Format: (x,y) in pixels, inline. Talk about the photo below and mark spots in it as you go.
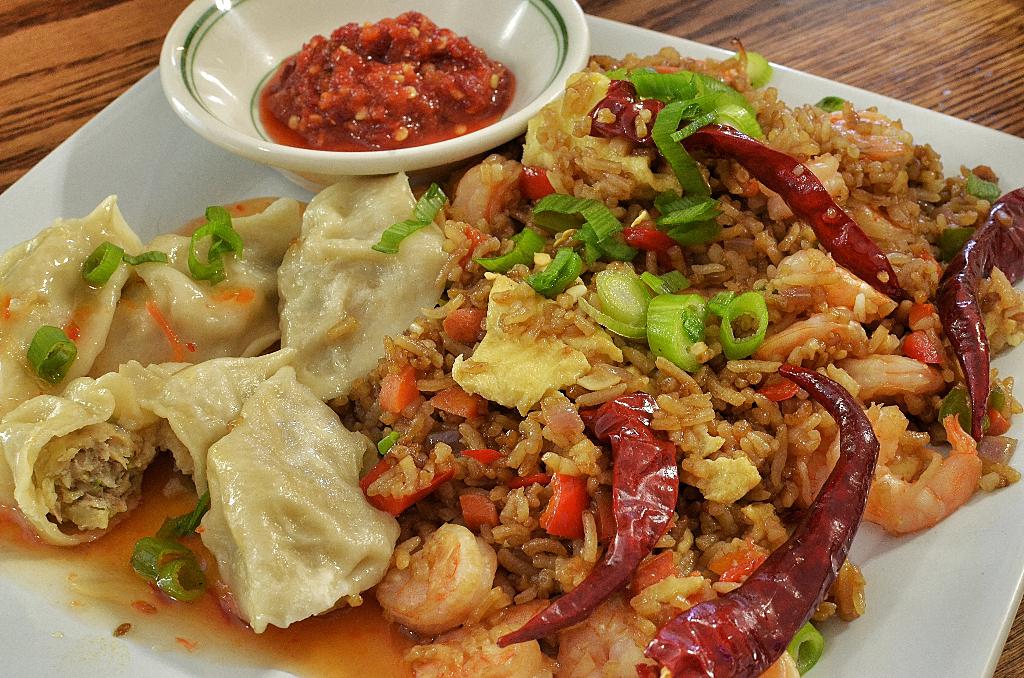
There is a white plate (101,132) on a wooden table (806,30). On the plate (138,127) there is a food item (490,390) and bowl (346,152) with food item (382,92). On the food item (482,389) there are prawns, chilies (655,500) and many other things (562,372).
